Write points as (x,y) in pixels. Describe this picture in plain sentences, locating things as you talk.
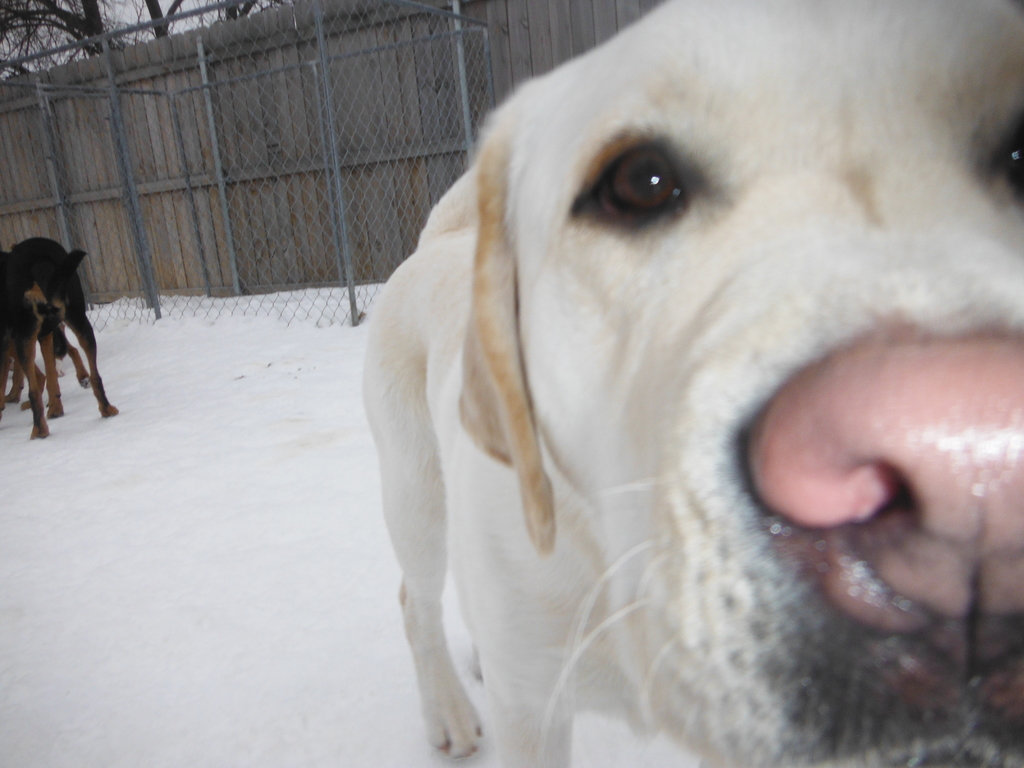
In this image on the right (751,360) there is a white dog (409,453). Here there are few other dogs (66,257). In the background (111,141) there is boundary (287,75), trees (54,6). On the ground (268,506) there is snow (185,644).
